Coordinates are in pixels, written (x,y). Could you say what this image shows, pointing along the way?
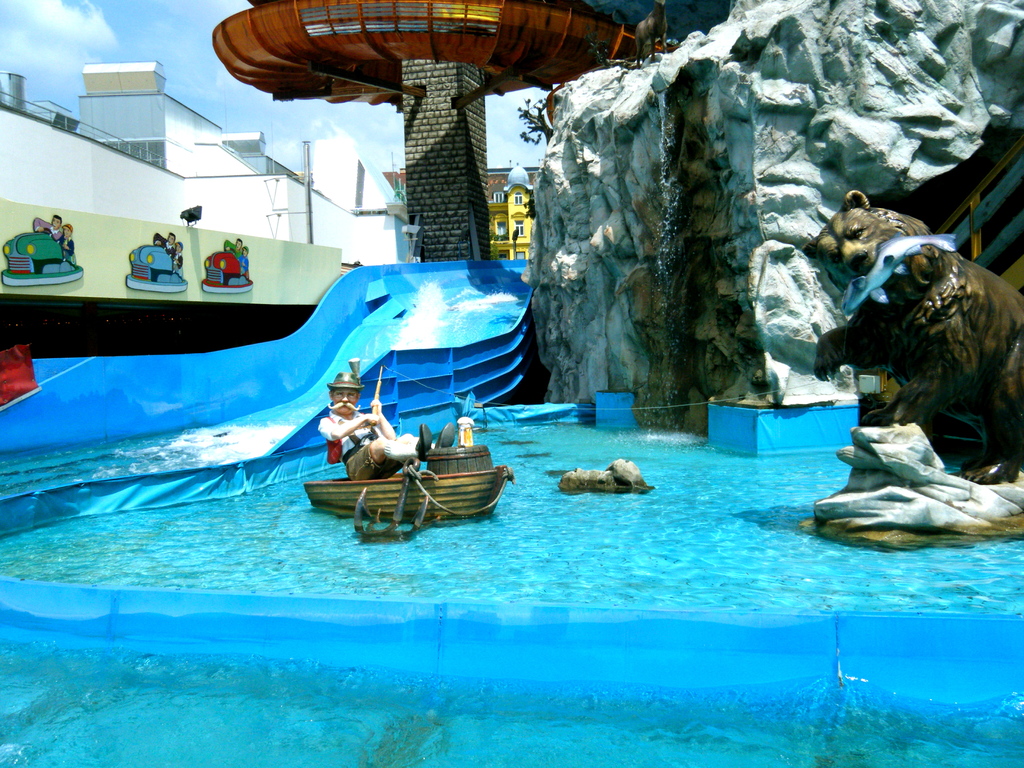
In this picture I can see the water (572,550) and I see depiction of a boat (467,495), a man (339,423), a bear (927,333) and a fish (882,252) in the mouth (873,268) of the bear (865,259). In the middle of this picture (463,310) I see the slide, the wall (251,276) on which there is art (61,270) and I see the giant rock (714,133) on the right side of this image (715,153). In the background (127,128) I see the sky (214,121) and number of buildings (145,152).
